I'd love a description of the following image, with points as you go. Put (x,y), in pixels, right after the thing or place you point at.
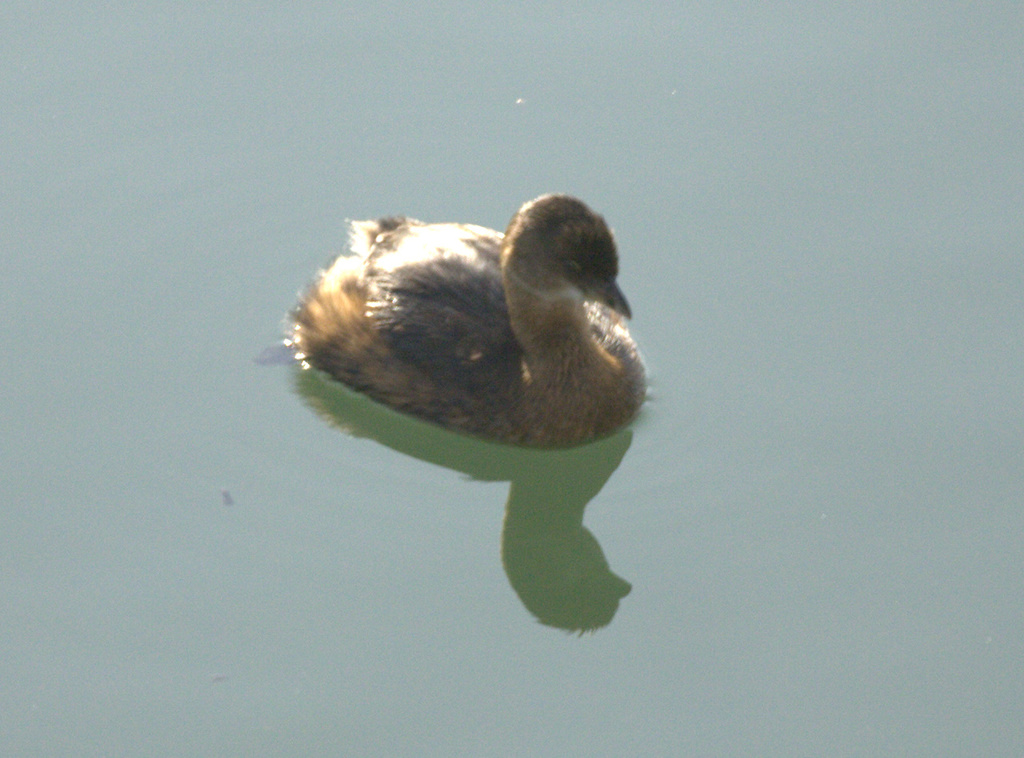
In this image we can see a duck (345,296) in the water (557,30).
